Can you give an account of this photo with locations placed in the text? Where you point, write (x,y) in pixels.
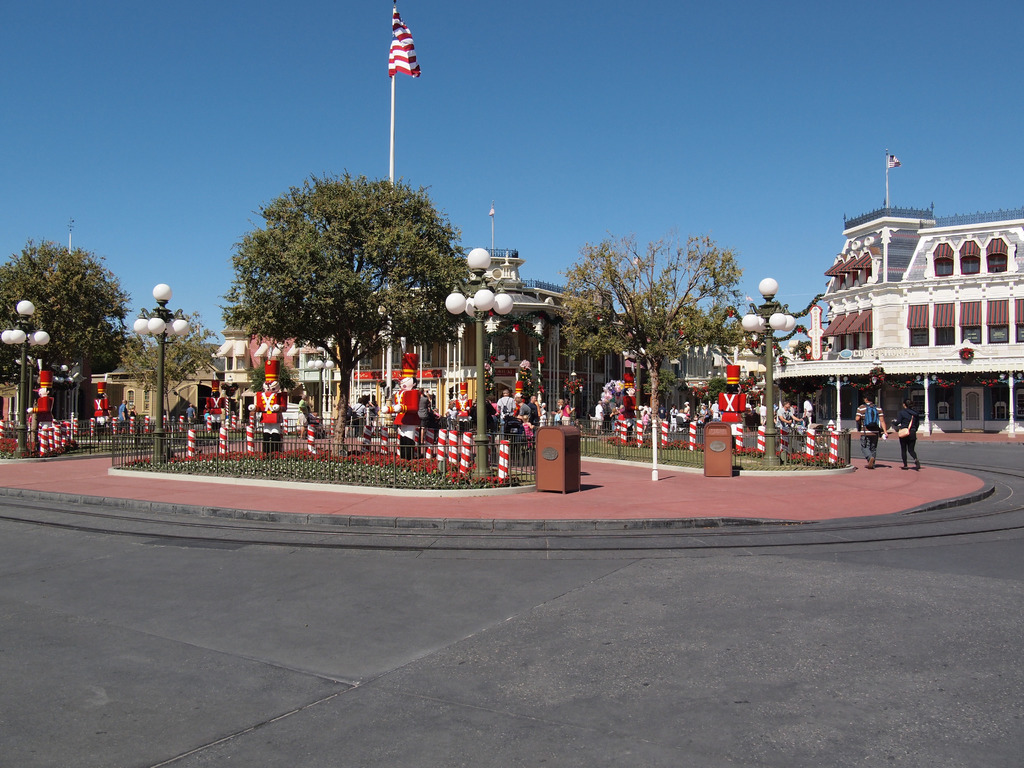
In this picture I can see there are few buildings (857,279) and there are two people (906,444) walking here and there are few trees (384,247) and there is a flag pole (393,155) and there is a flag (411,58) attached to it. The sky (144,84) is clear.
